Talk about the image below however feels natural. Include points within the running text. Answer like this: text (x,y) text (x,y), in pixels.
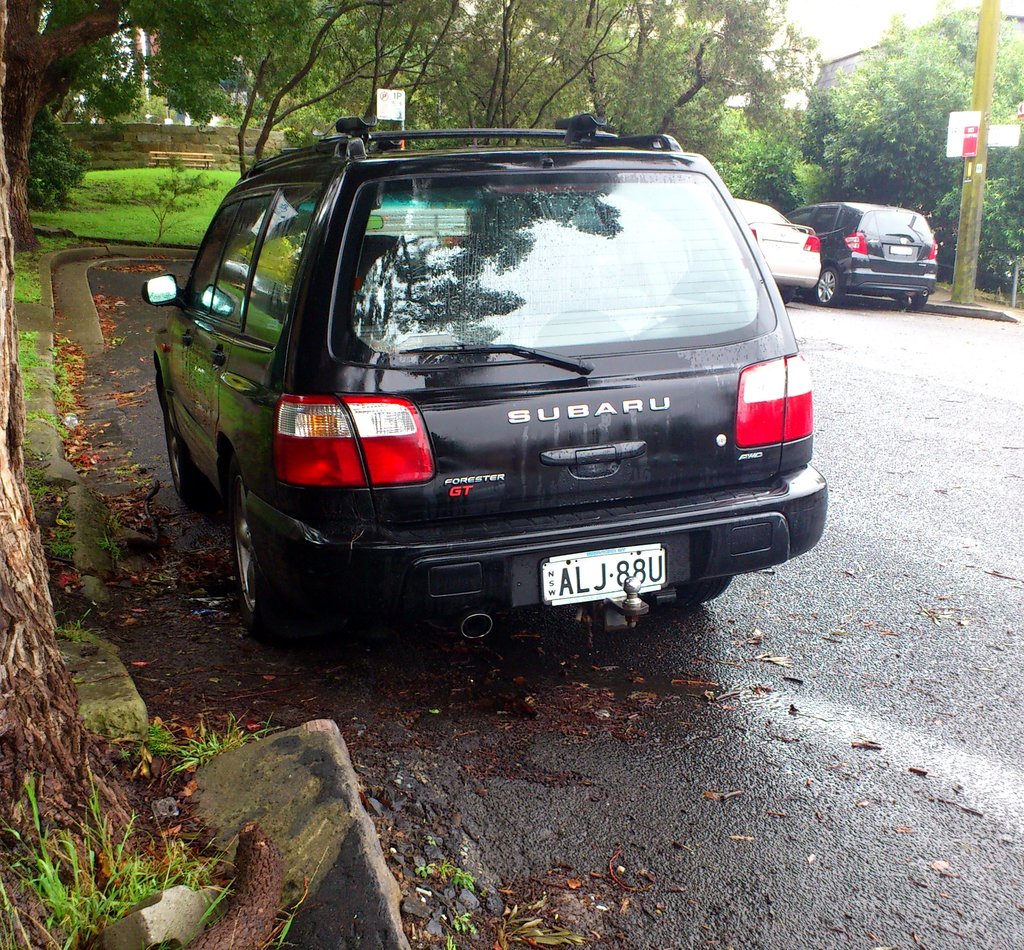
In the center of the image (547,492) we can see vehicles (618,237), boards (974,117), poles (966,244). In the background of the image (179,212) we can see trees (175,196), grass (230,185), plants (197,177), wall (227,152), bench (208,166), house (854,61), sky (845,34). At the bottom of the image (895,828) there is a road (725,671).
